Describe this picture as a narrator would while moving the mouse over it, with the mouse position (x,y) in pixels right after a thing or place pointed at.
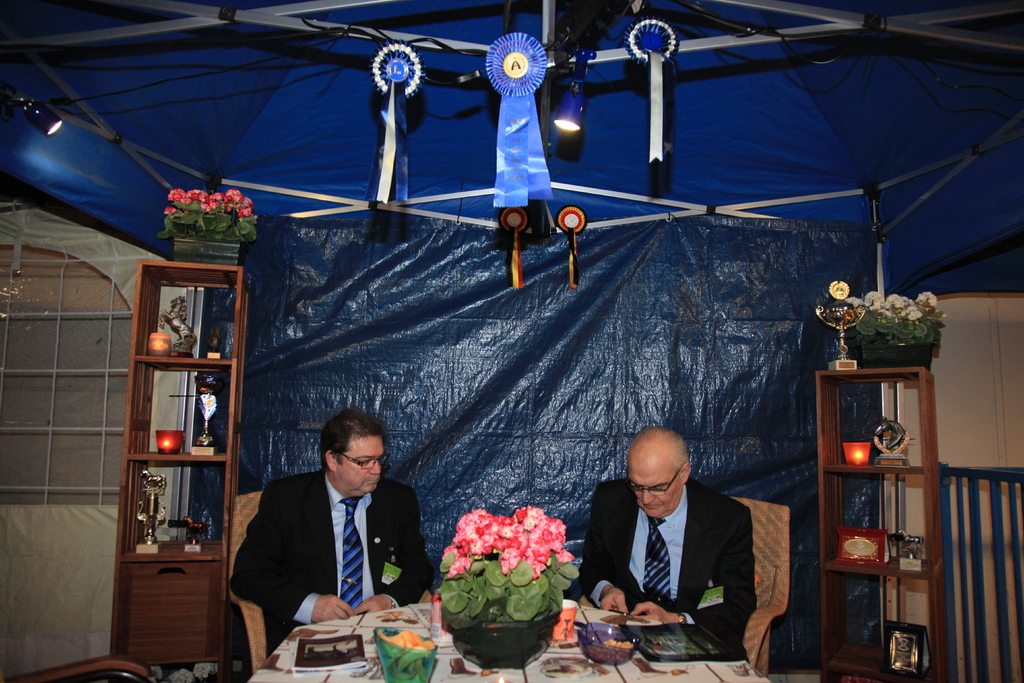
In this image I can see two persons (351,603) sitting and they are wearing black blazer (699,535), blue color shirt (679,527) and blue and black color tie (662,549). In front (563,543) I can see a flower vase (528,653) and the flowers (529,540) are in pink color. Background (293,444) I can a blue color cover (512,317).
